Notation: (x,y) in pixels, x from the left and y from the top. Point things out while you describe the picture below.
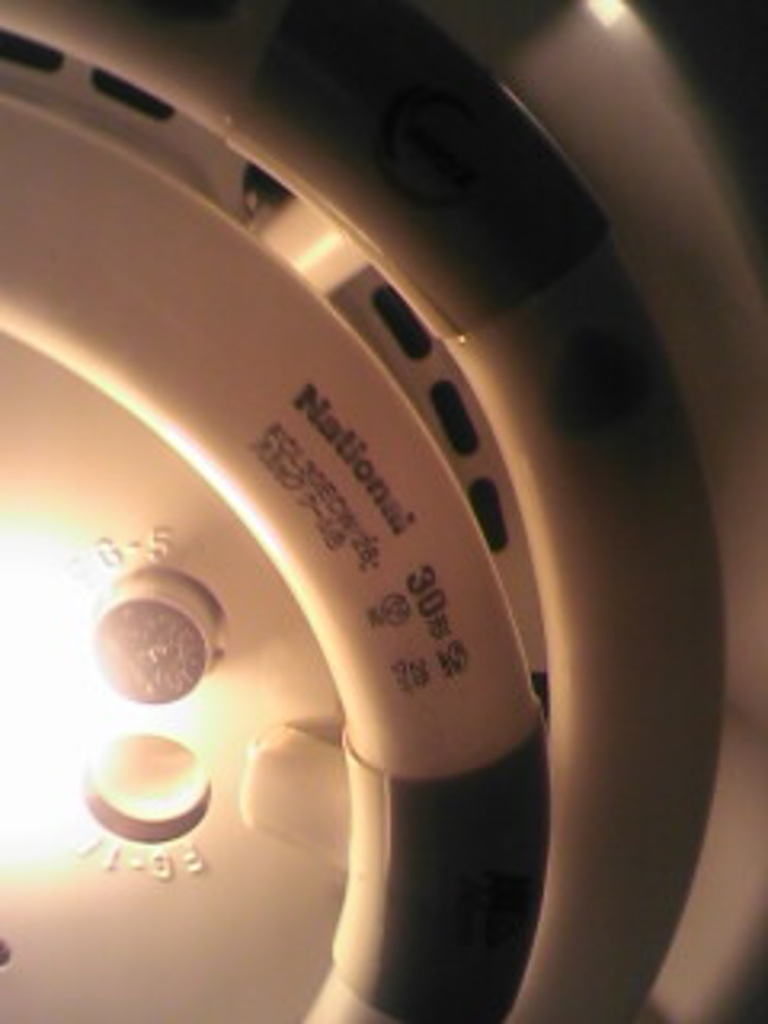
In this image I can see an object (207,656) and I can see a light (6,631), and I can see something written on the object (347,618).
